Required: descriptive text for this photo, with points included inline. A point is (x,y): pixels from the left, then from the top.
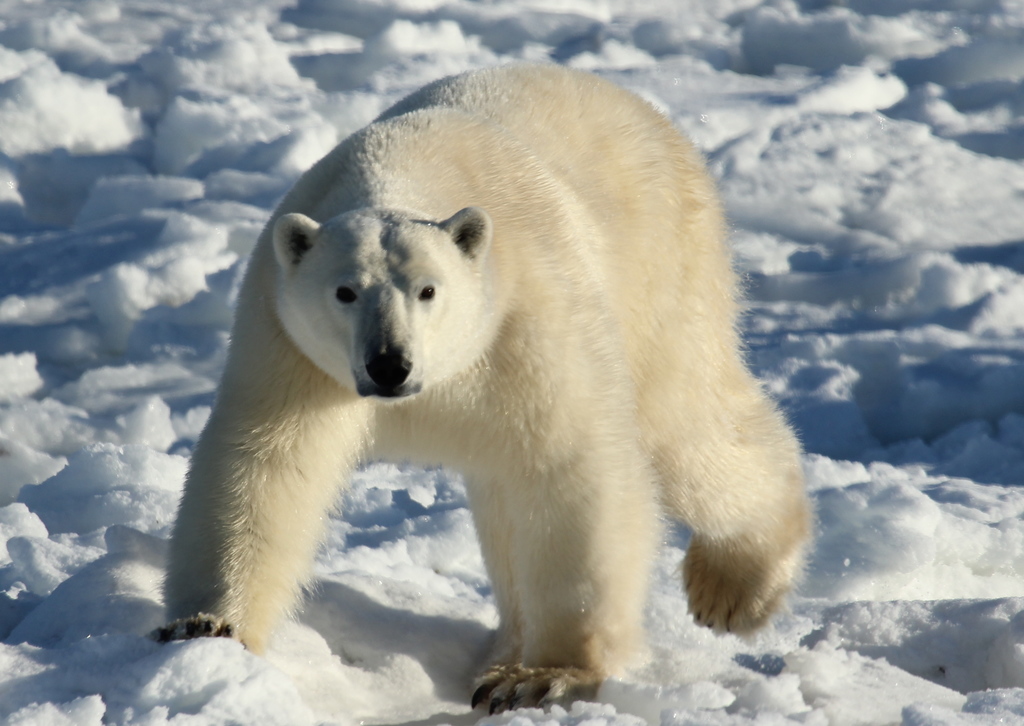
In this picture I can see snow (420,575). I can see the polar bear (439,389).
